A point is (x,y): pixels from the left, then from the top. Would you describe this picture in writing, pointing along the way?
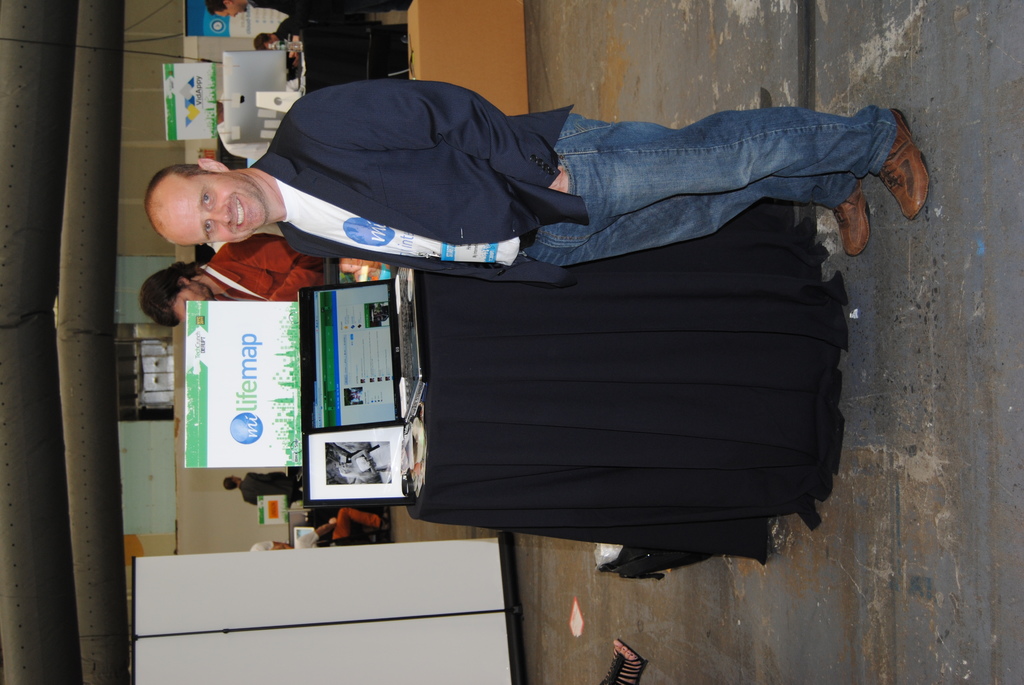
In the middle of the image (473,390) we can see a table (449,392) covered with cloth (537,374) and laptop (389,393), photograph (394,452) on it. Beside the table (535,360) we can see a man (452,180) standing on the floor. In the background (155,161) we can see advertisements (191,407), walls (139,440), tables (332,512) and persons (344,509) sitting.
